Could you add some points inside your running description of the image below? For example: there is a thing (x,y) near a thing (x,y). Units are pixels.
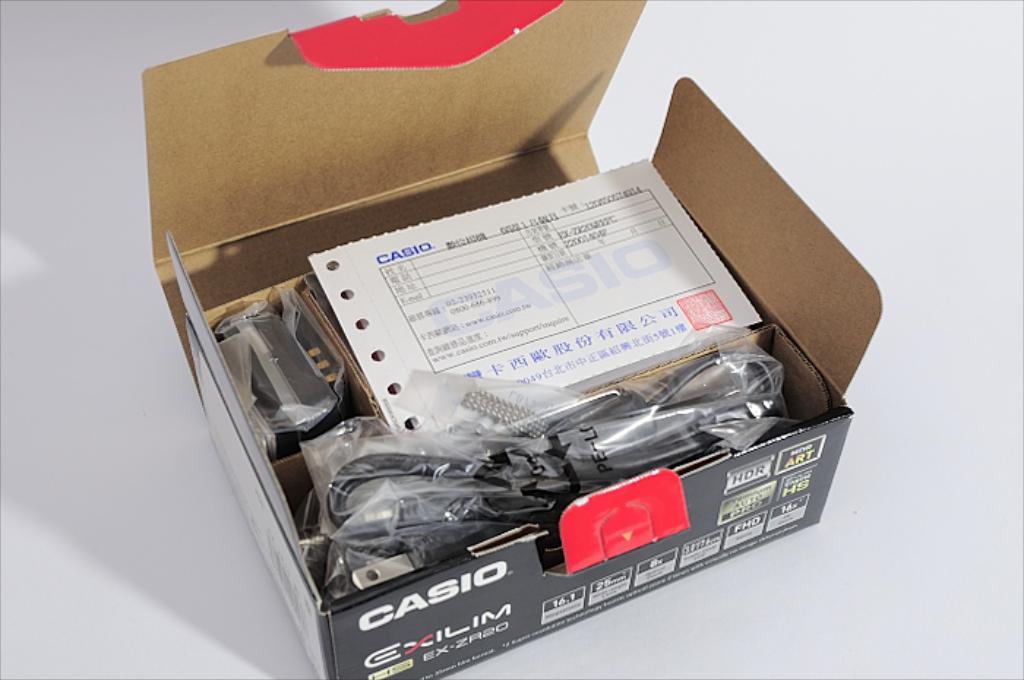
In this image we can see a Casio box (525,532) and inside the box (608,507) we can see the wires (530,458) and also a receipt (570,324). The box (711,496) is placed on the white surface (777,584).
